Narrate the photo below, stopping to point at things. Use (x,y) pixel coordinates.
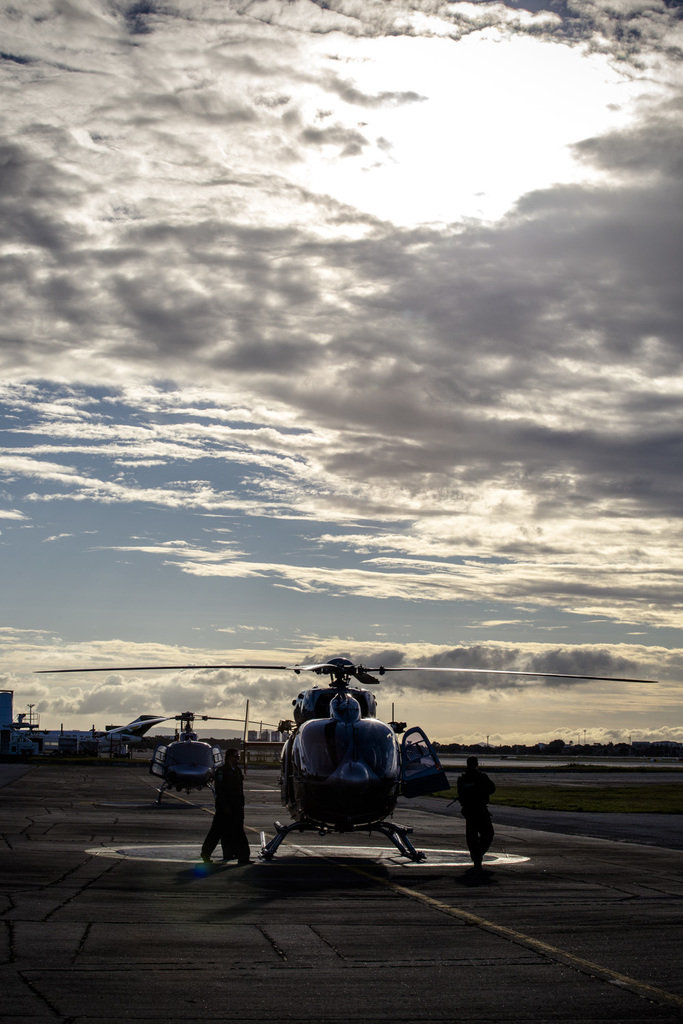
In the image we can see there are helicopters (290,755) standing on the runway road (524,928) and there are people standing near the helicopter (330,770). There is a cloudy sky (300,448).
